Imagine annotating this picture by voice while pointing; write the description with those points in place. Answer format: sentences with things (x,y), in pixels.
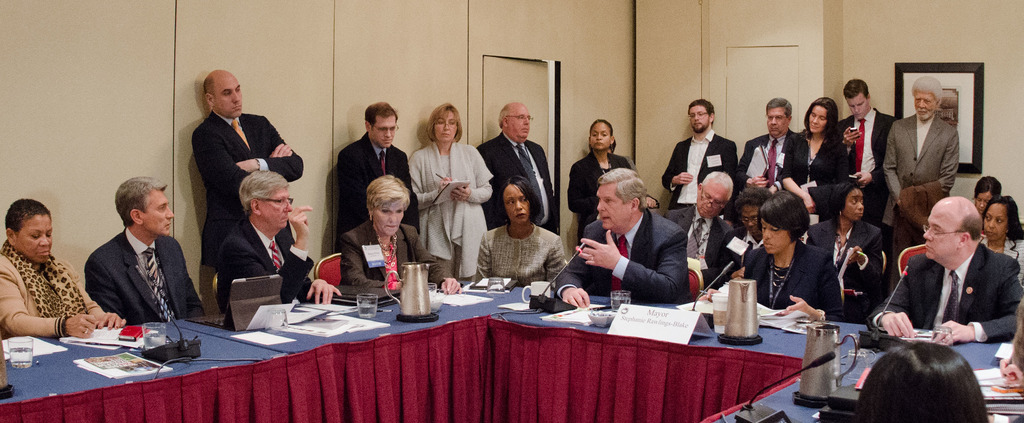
people (188,312) are sitting on the chairs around the tables (779,405). on the table (388,315) there are glass (365,310), papers (330,319), microphones (179,333), jug (422,307) and a name plate (644,335) on which name (649,322) is written. the person (648,282) sitting in the center (637,269) is speaking. there are people (522,154) standing at the back (858,152). there is a photo frame (957,95) on the wall (995,79).
